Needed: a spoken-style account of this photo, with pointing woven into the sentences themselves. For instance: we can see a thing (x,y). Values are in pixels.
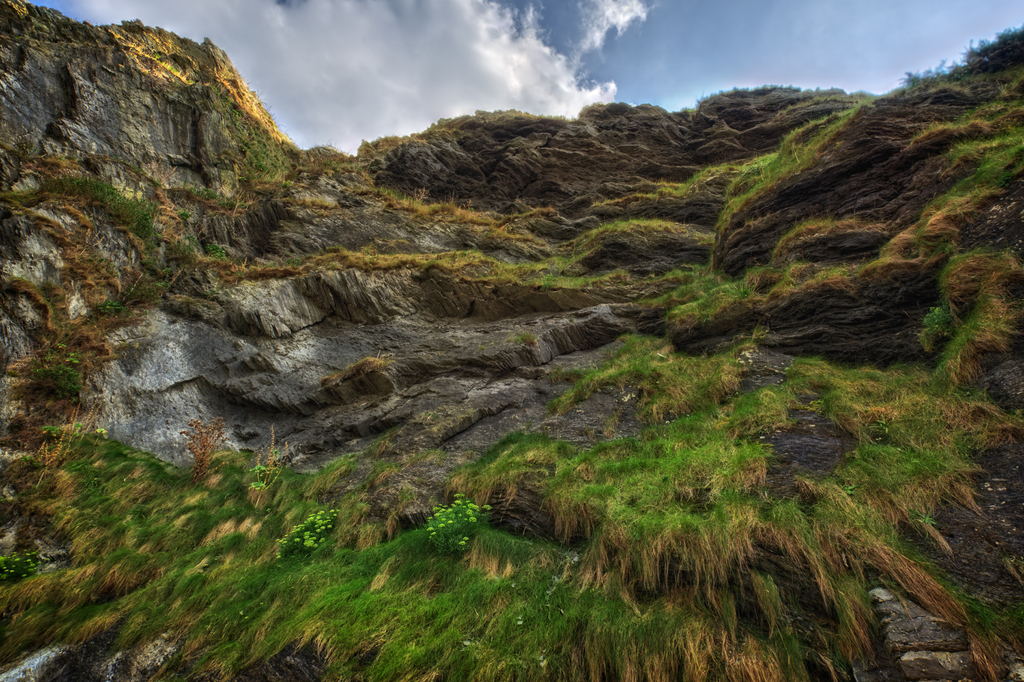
In this image we can see grass (556,524) and hill (541,333). In the background (727,61) we can see sky (670,70) and clouds (447,80).
